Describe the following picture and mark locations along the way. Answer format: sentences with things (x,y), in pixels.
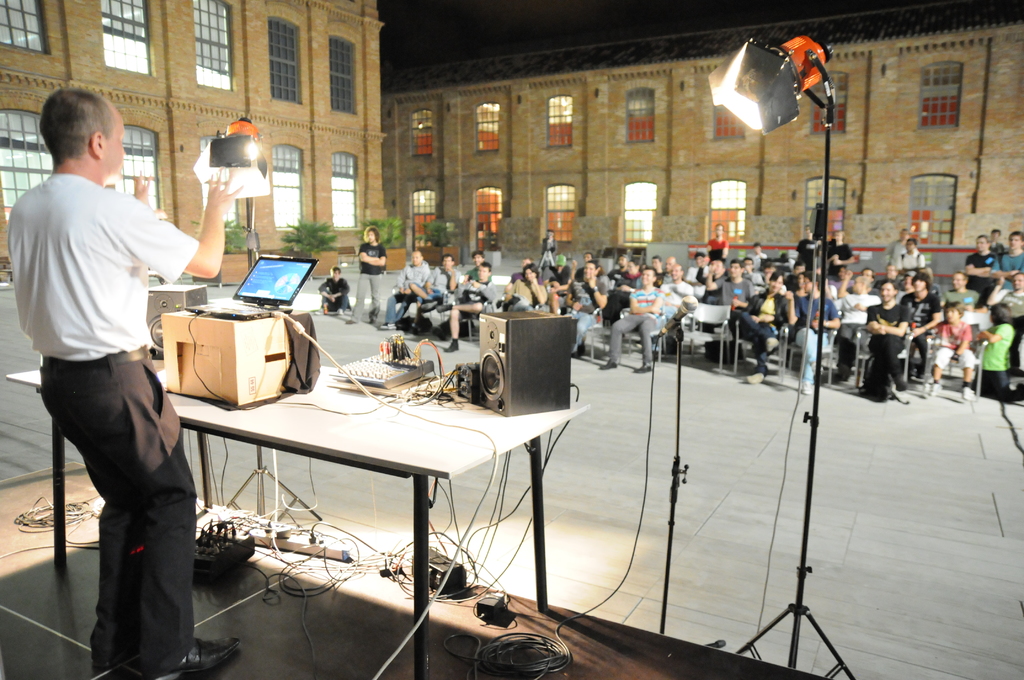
A place where group of people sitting on the chairs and some are standing are in front of a person (24,276) who is standing and has a table (356,404) in front of him on which there are some items (284,292) like speaker (180,304) and laptop (272,283) and there are two buildings (202,99) around them.
